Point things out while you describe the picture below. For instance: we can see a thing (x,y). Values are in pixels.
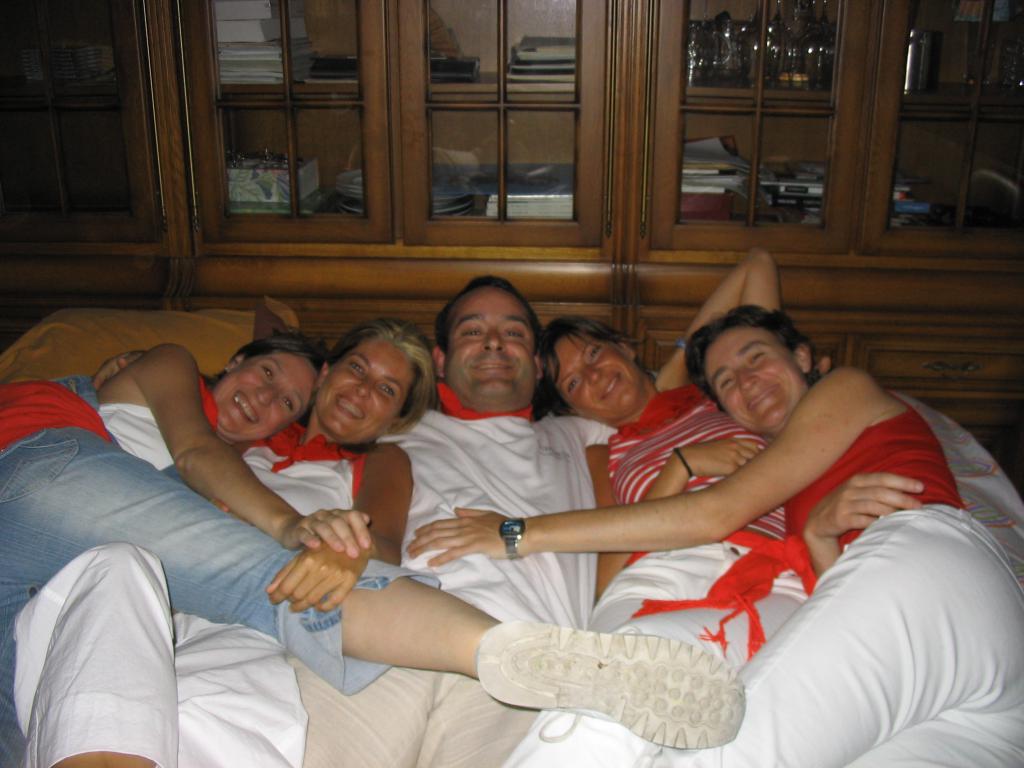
In this image, we can see few people (587,557) are lying. They are seeing and smiling. Top of the image (463,177), we can see glass cupboards (737,135). Through the glass (462,190) we can see the inside view. Here we can see books (264,40), glasses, things (63,73) and objects (545,172).
